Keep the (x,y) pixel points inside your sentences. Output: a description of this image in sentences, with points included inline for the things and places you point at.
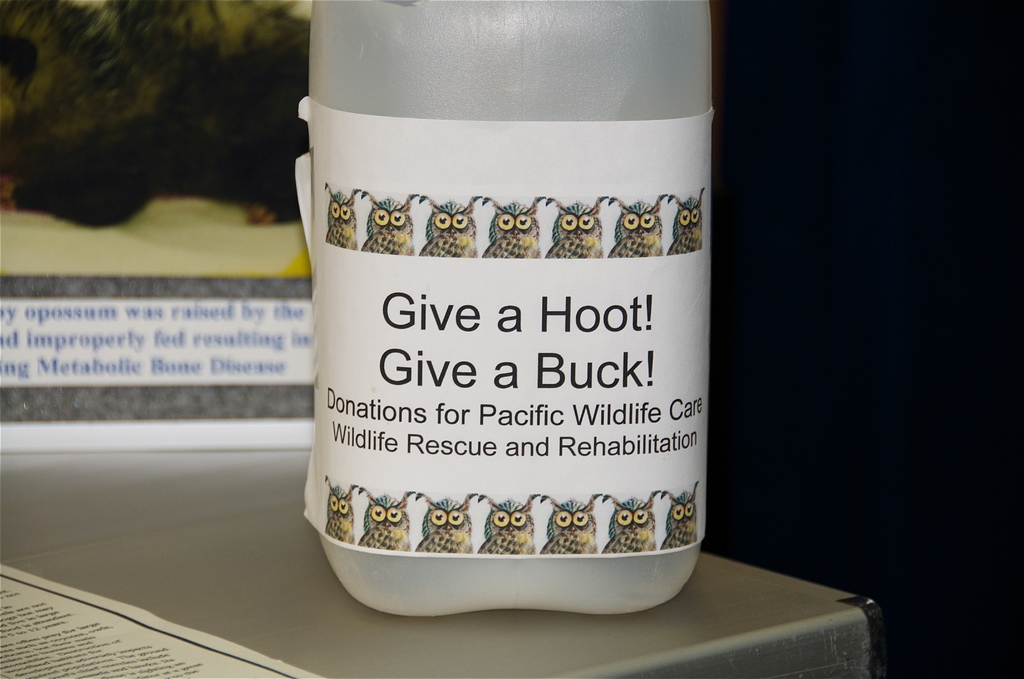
In this picture we can see a bottle (451,593). On this bottle (360,450), we can see some text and images of owls (492,520) on a white surface (365,430). There is a text (98,665) visible on a paper (58,658). This paper (52,641) is seen on a grey surface (702,652). We can see some objects (165,56) in the background (259,37). It looks like there is a black color on the right side of the image (996,442).
